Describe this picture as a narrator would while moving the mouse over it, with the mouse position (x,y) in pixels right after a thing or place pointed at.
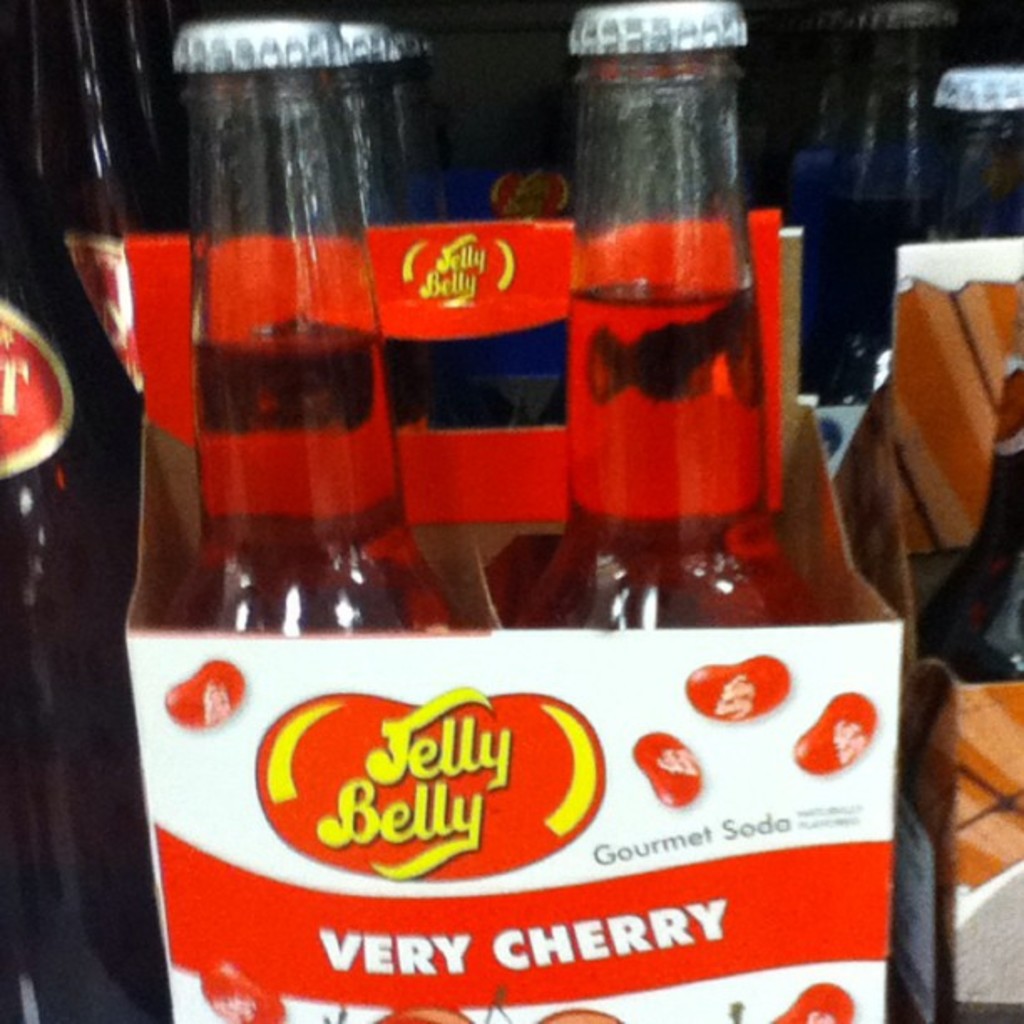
In this picture there are the bottles (187,577) on a box (395,823). The box (408,774) is in the color of white and red on the box (796,902) it is written as a very cherry.
